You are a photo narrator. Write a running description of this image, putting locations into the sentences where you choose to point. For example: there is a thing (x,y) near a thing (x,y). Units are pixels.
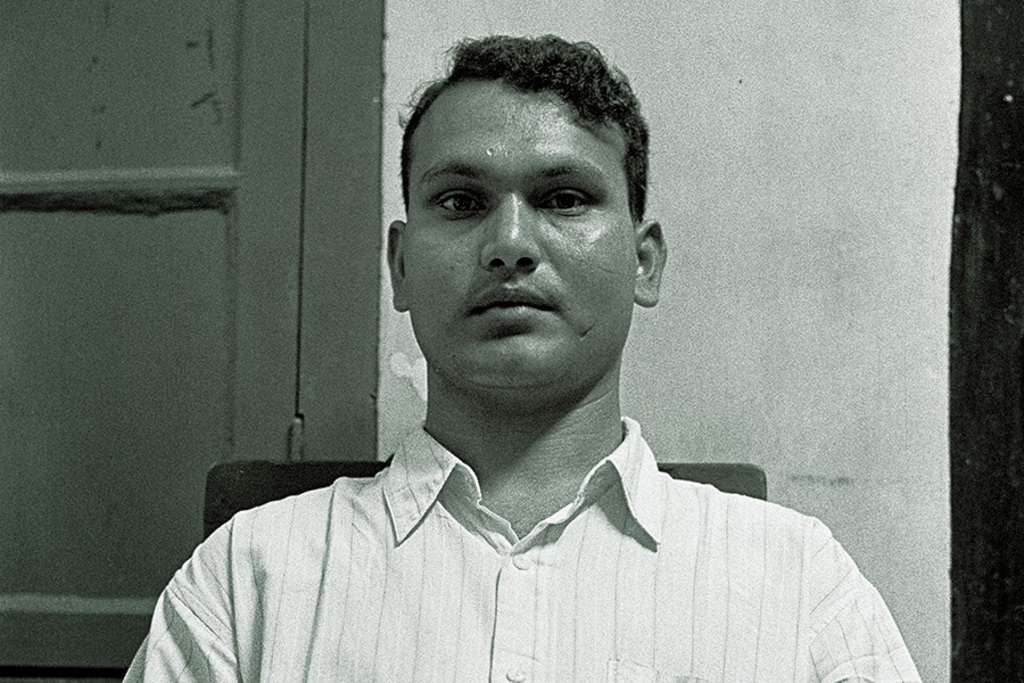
In this image we can see a man (550,540) sitting. In the background (760,211) there is a wall (763,222) and we can see a door (168,190).
